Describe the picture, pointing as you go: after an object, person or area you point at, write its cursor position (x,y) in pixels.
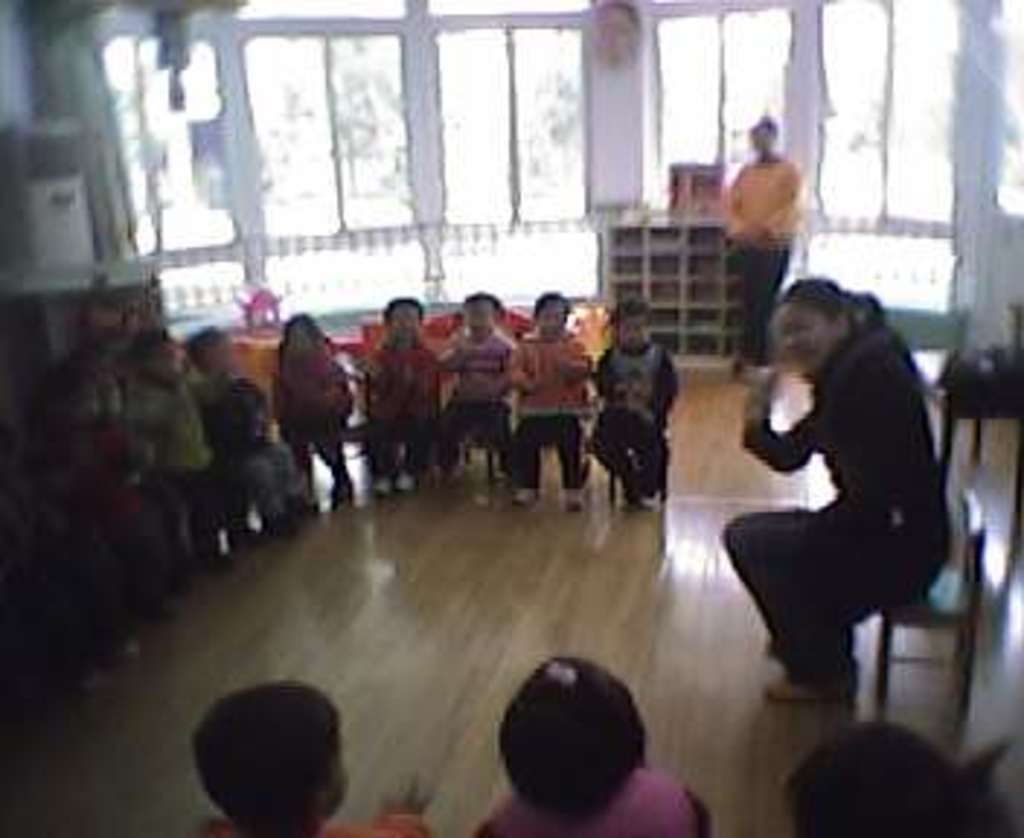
On the right side of the image (806,303) there is a person (800,578) sitting on the chair (884,648). Around her there are children (615,470) sitting on the chairs (359,419). Behind her there is a chair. At the bottom of the image (463,615) there is a floor (478,614). In the background of the image (762,286) there is a person (748,278). Beside her there is a table (698,256). On top of it there is some object (698,208). On the left side of the image (70,290) there is a table (50,278). On top of it there is a cooler (38,232). There are glass windows (360,164).
